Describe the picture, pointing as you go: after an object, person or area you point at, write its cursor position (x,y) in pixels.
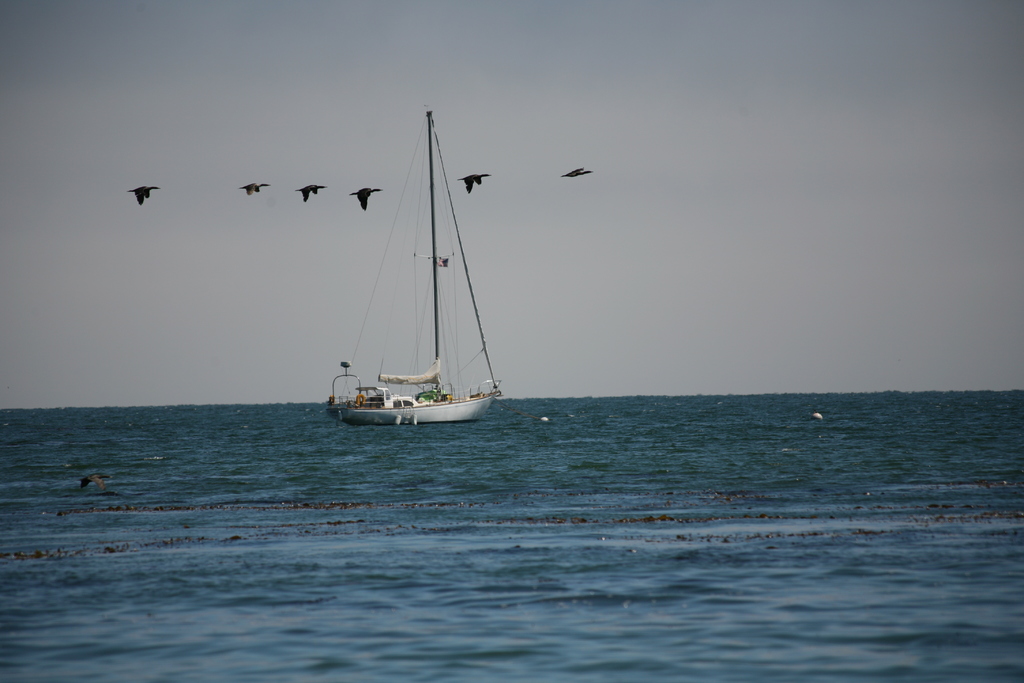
In this image we can see the boat (440,377), beside that we can see birds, at the bottom (424,511) we can see water (631,568), at the top (644,57) we can see the sky (536,185).
